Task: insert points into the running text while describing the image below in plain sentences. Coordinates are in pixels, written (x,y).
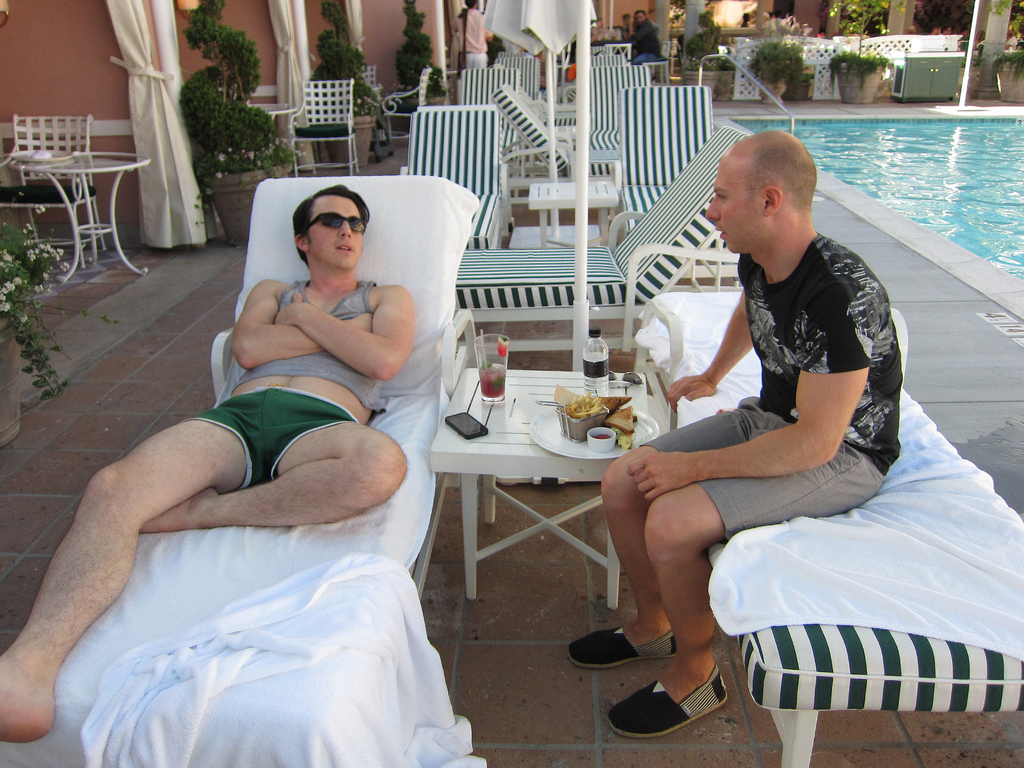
In this picture we can see two men (783,489) on two beds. One man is laying on the bed (427,341) and one man (803,486) is sitting on the bed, between the two beds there is a table (630,390) on the table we can see a plate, glass (505,375) and bottle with food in it, behind them there is another tables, and chairs (605,316) and curtains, walls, some plants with swimming pool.
